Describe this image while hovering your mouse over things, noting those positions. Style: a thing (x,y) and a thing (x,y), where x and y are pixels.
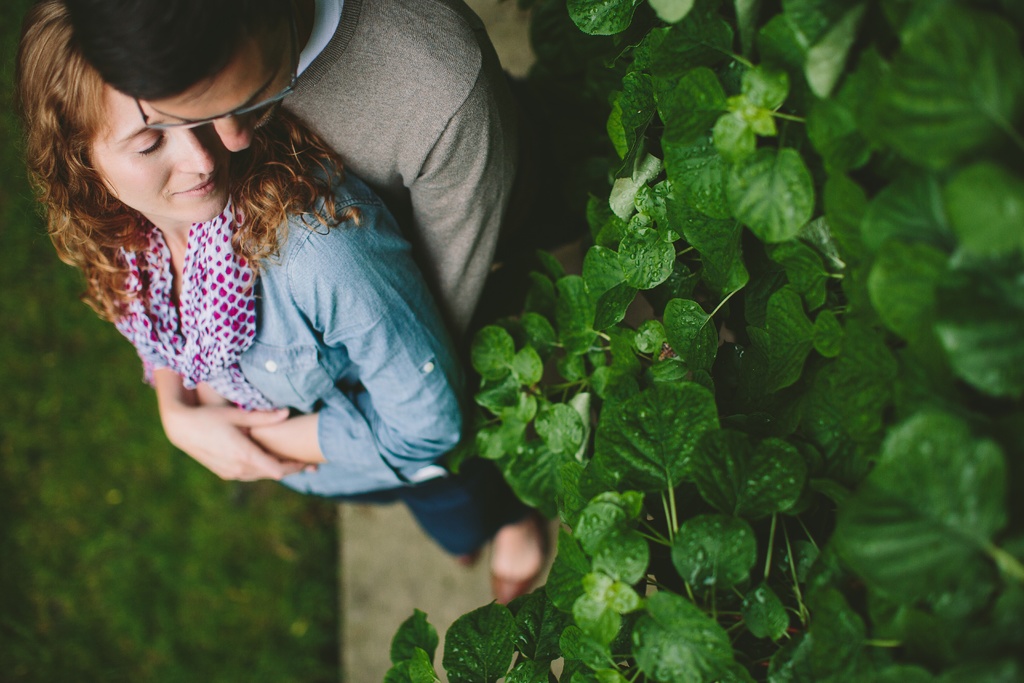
In this picture there are two people (223,417) standing and we can see green leaves (481,660) and grass (214,638).
